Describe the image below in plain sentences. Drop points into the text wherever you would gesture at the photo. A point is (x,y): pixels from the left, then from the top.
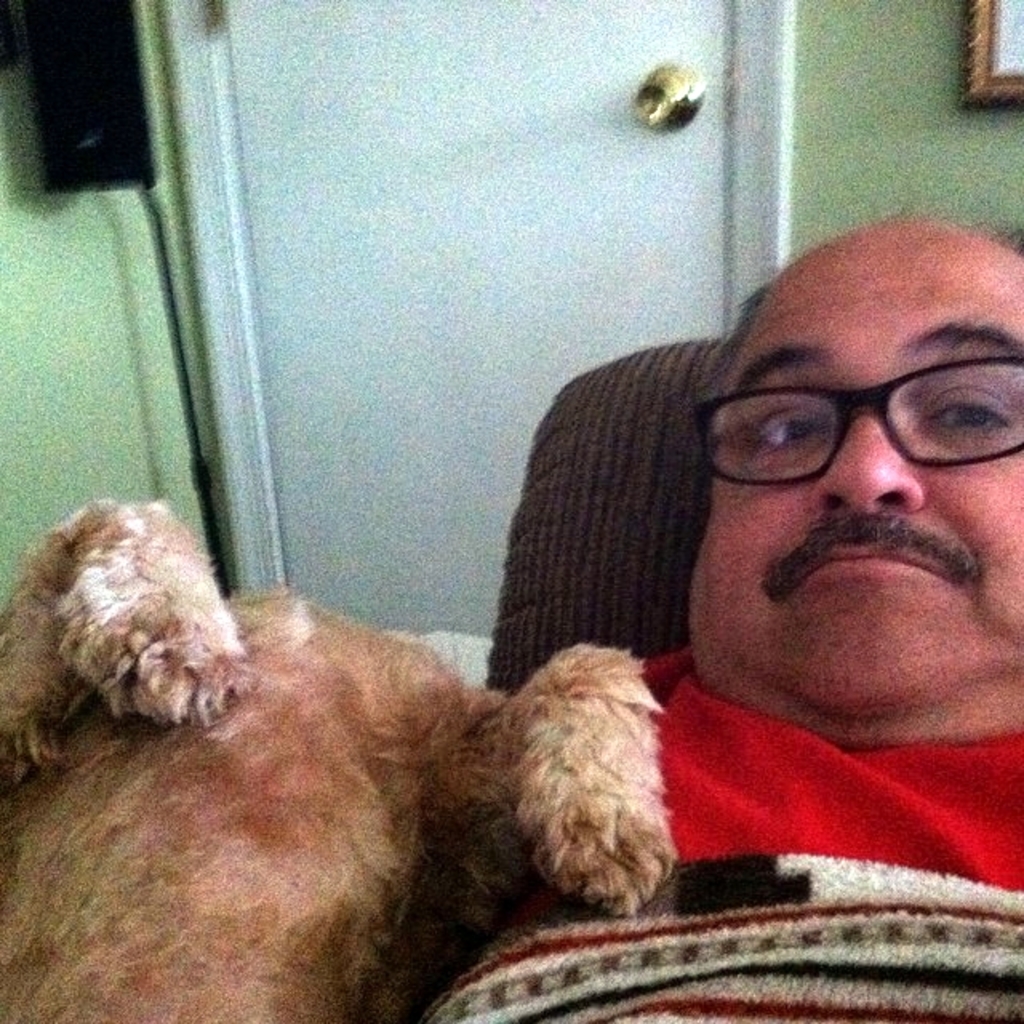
In this image we can see a person (827,688) lying on the surface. On the left side of the image (242,859) we can see an animal (569,810) and a speaker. In the background (1004,90), we can see the photo frame (1019,80) on the wall (950,114) and a door (440,96).
